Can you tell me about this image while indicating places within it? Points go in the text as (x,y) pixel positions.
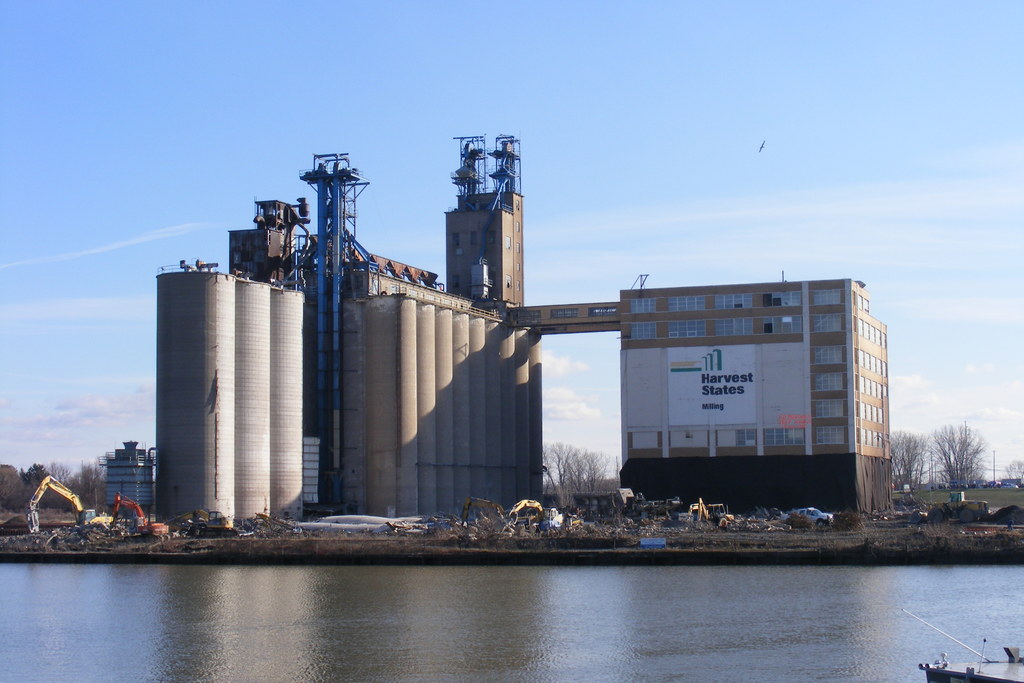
In the foreground of this image (500,634), at the bottom (551,647), there is water (562,647). In the right bottom corner (981,676), it seems like dock (1009,666). In the middle (661,377), there is a factory (701,389), few cranes (704,506) and vehicles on the ground (869,524). In the background (932,454), there are trees (935,460), few vehicles (997,482), sky (936,189) and the cloud (981,201).
